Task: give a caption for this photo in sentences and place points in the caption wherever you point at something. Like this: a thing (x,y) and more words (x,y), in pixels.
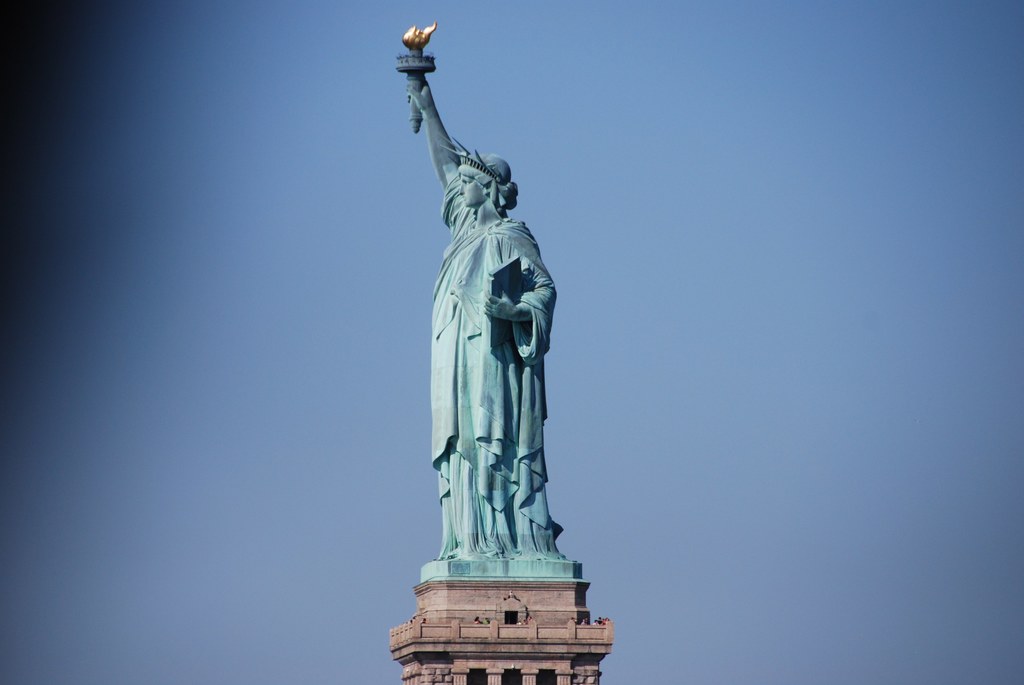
We can see statue of a liberty (451,250) on a platform (536,620). In the background (147,122) we can see the sky (100,411). On the left (22,216) at the top corner (39,111) the image is dark.
